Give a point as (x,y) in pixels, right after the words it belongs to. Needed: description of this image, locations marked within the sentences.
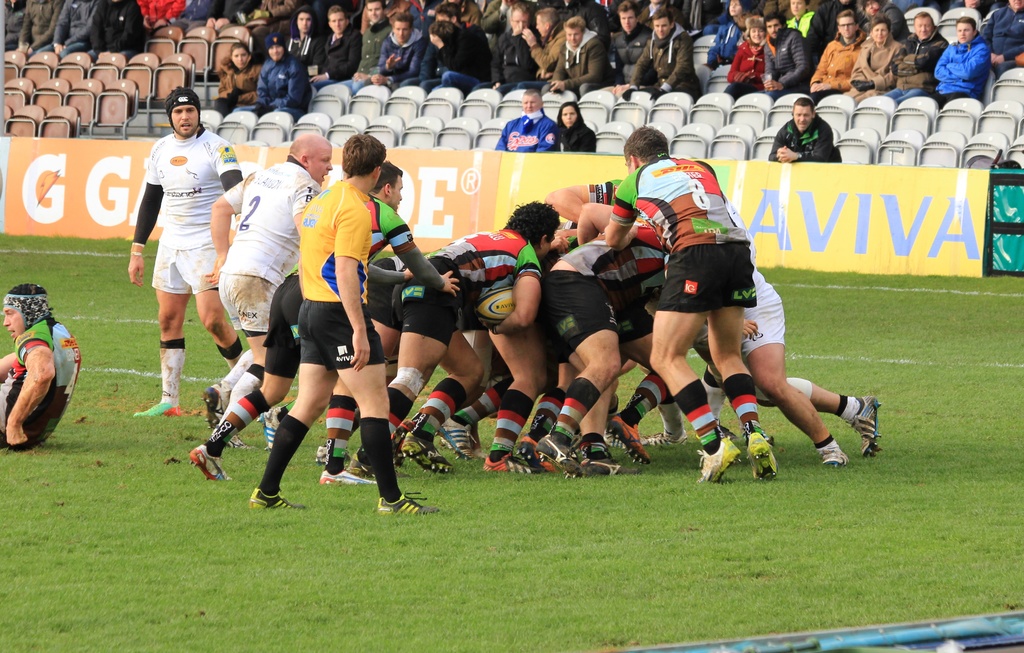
In this image few persons (610,299) are playing on the grass land (773,543). Few persons (198,178) are walking on the grassland (378,520). Left side (12,300) a person (32,302) is sitting on the grassland (37,494). Top of the image (559,40) few persons (600,57) are sitting on the chairs (481,123). Before them there is a banner (441,227).
